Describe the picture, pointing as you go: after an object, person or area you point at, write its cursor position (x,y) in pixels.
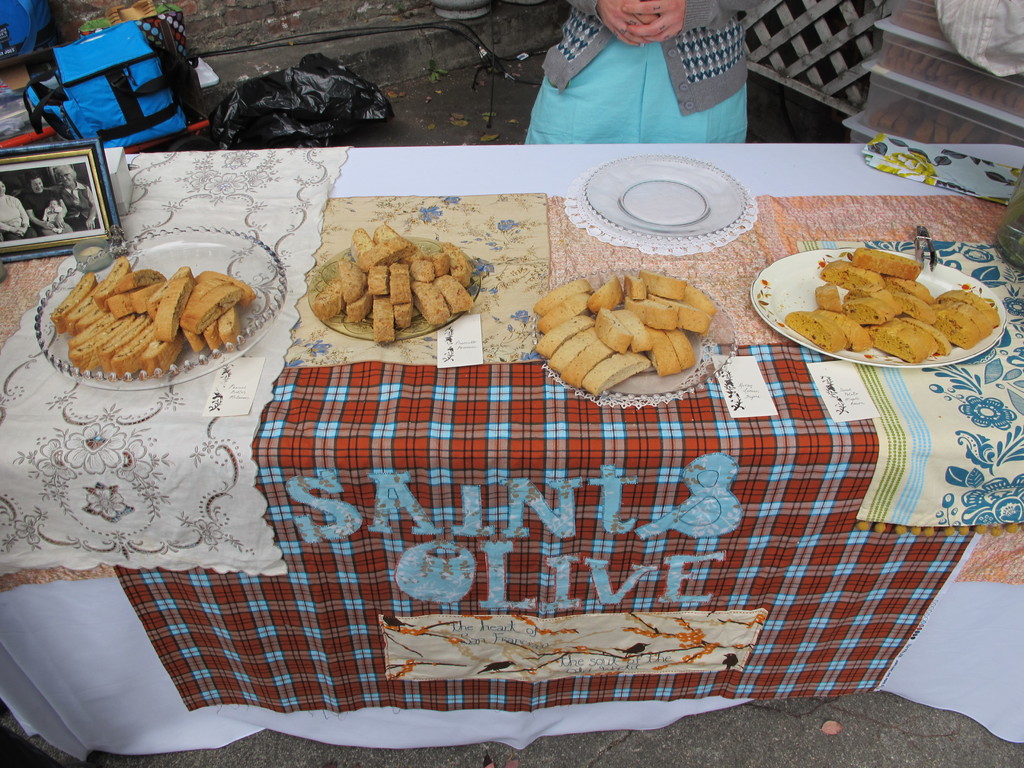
This image shows food items (361,264) and photo frame (89,228) on the table (551,203) and we can see a woman (598,89) standing next to the table (393,173) also we can see a bag (181,100) and plastic cover (275,115) near the table (458,236).
